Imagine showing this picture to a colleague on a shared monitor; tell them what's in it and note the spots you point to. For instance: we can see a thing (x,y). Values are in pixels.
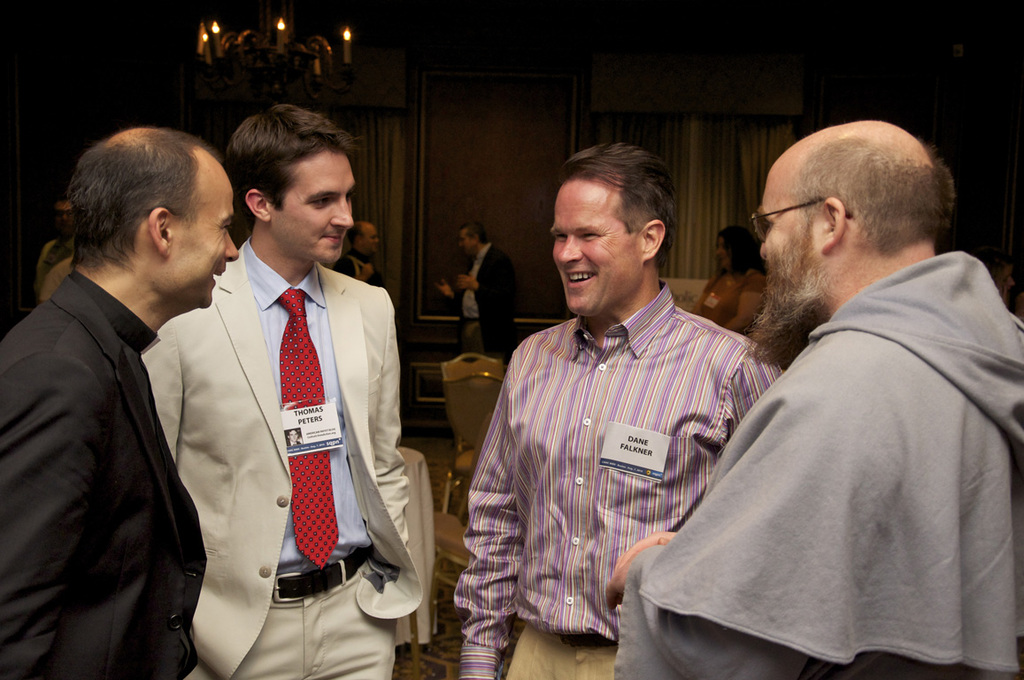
In this picture we can see four men (220,581) standing and smiling and in the background (476,356) we can see chairs (454,413), wall (507,166), curtains (720,230) and some people (471,232).
